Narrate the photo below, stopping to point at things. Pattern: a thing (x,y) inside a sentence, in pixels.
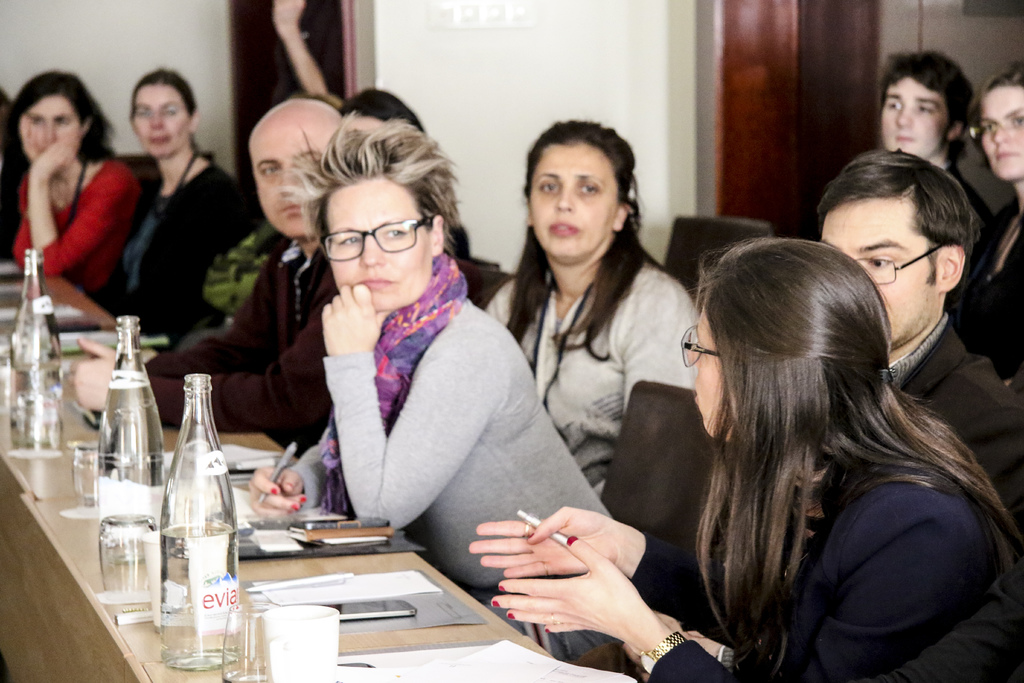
In this picture I can see few people (688,309) are sitting in the chair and I can see few bottles (152,508), glasses (250,633) and few files (248,546) and papers (272,530) and a mobile (346,616) on the tables (88,642) and I can see couple of women (545,592) holding pens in their hands (520,535) and looks like couple of them are standing in the back (1011,165) and I can see a photo frame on the wall (397,66).
